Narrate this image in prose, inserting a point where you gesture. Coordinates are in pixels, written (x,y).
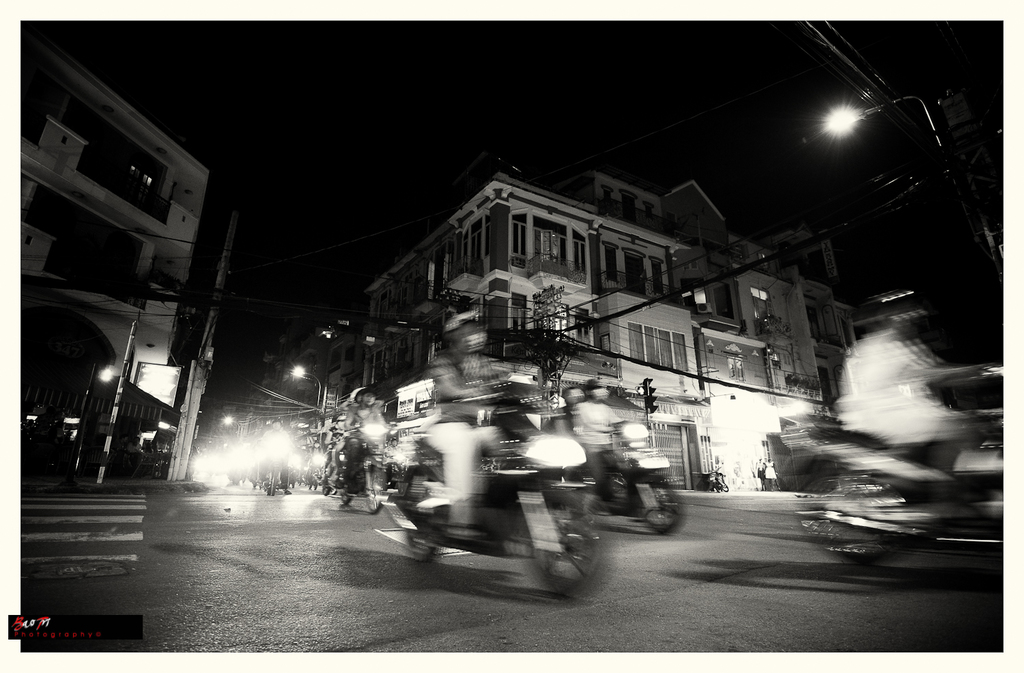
It is the black and white image in which we can see there are so many vehicles (429,496) on the road (434,575). In the background (153,258) there are buildings (426,245). On the right side (966,199) there is a pole (934,131) to which there is a light (837,130). On the left side (117,514) bottom there is a zebra crossing (93,518). At the top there are wires (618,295).
